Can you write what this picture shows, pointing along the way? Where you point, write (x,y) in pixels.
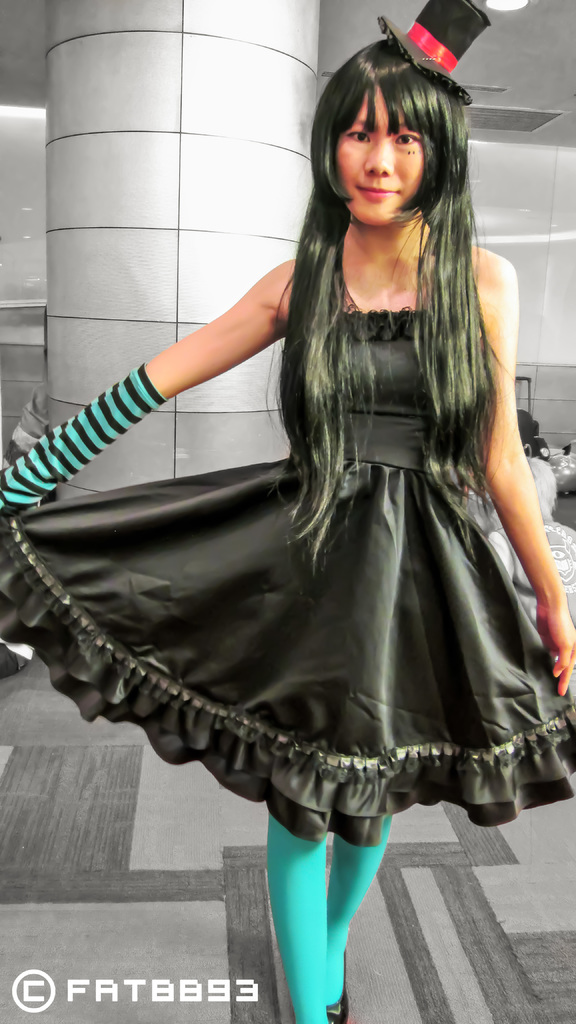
There is a lady (274,603) wearing hat (436,67) is standing. In the back (212,176) there is a pole (198,183). In the left bottom corner (107,1000) there is a watermark (70,990).
